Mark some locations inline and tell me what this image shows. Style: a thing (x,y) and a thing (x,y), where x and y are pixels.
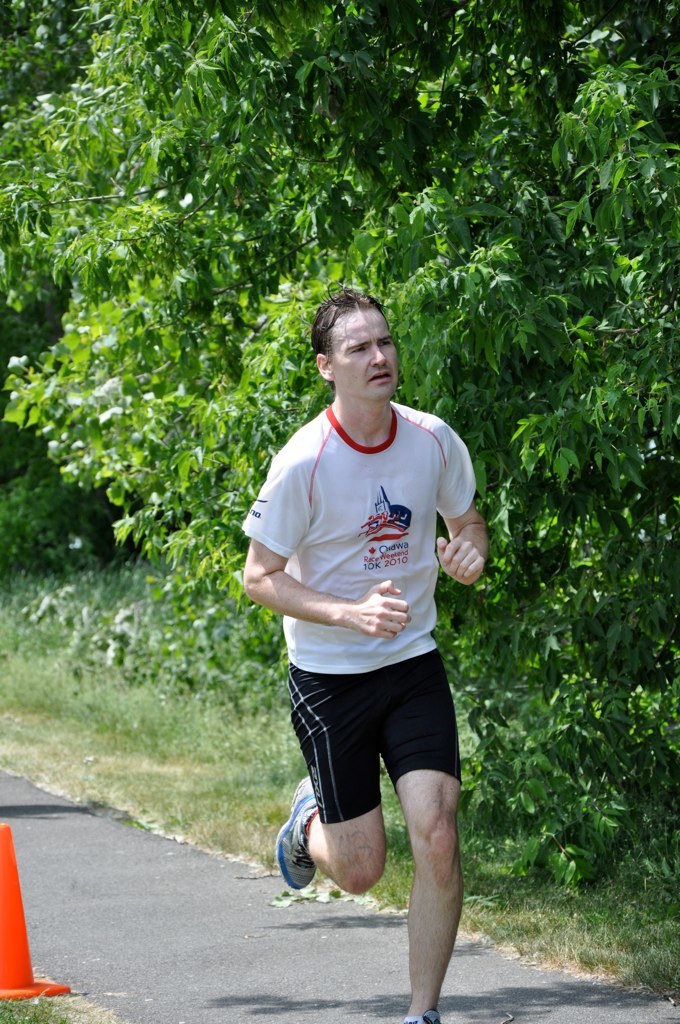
In this image, a man (365,754) is running on the road (225,959). Left side of the image (9,972), we can see a cone (12,931). Background (658,923) there are so many trees (133,272), plants (284,701) and grass (272,815).
